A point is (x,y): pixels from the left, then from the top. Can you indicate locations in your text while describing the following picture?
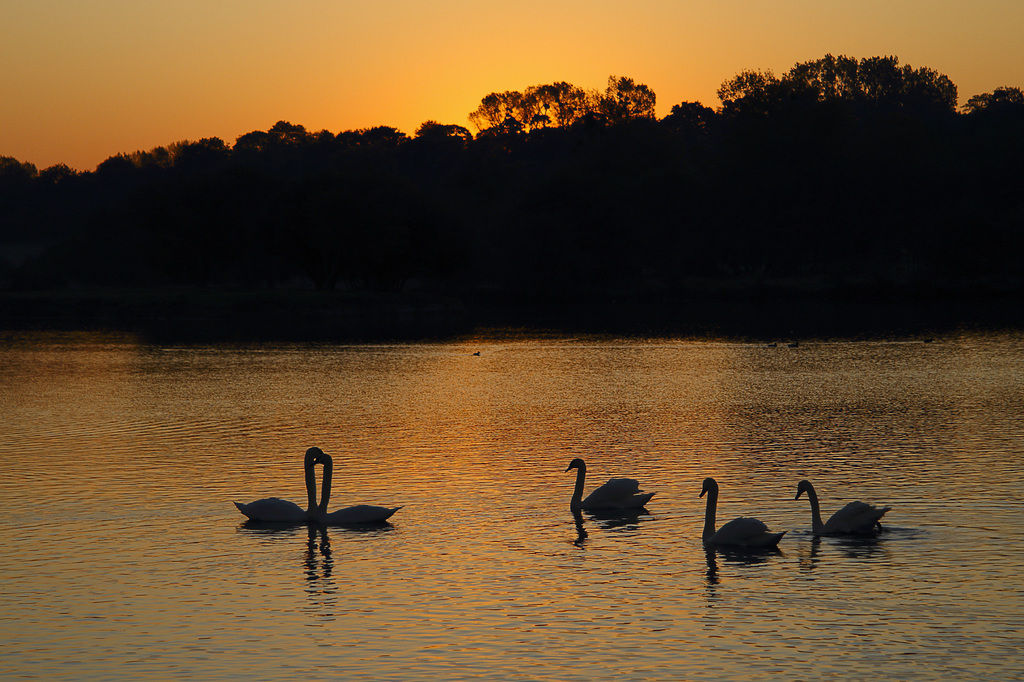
In this image I can see water (371,362) in the front (471,480) and in it I can see few swans (247,514). In the background (354,241) I can see number of trees (542,282).
